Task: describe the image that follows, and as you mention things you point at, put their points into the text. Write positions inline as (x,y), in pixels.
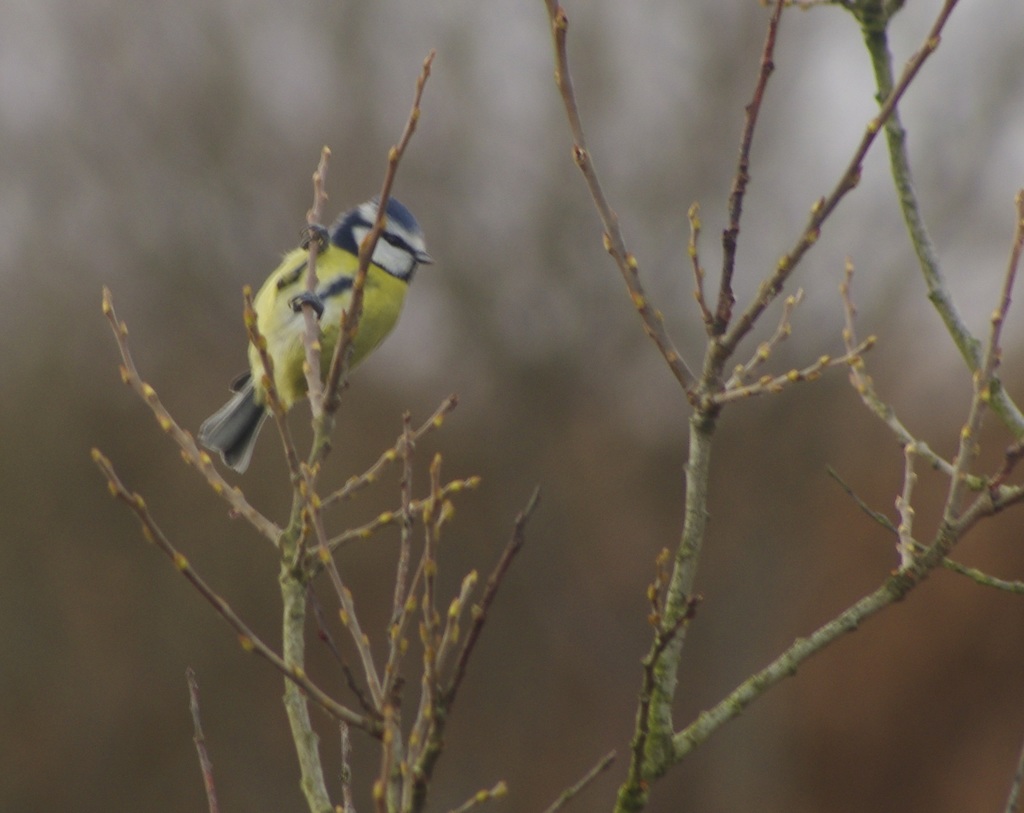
This picture is clicked outside. On the left (326,252) there is a bird (354,273) sitting on the stem (324,432) of a plant (311,365). The background of the image (546,395) is blurry.
